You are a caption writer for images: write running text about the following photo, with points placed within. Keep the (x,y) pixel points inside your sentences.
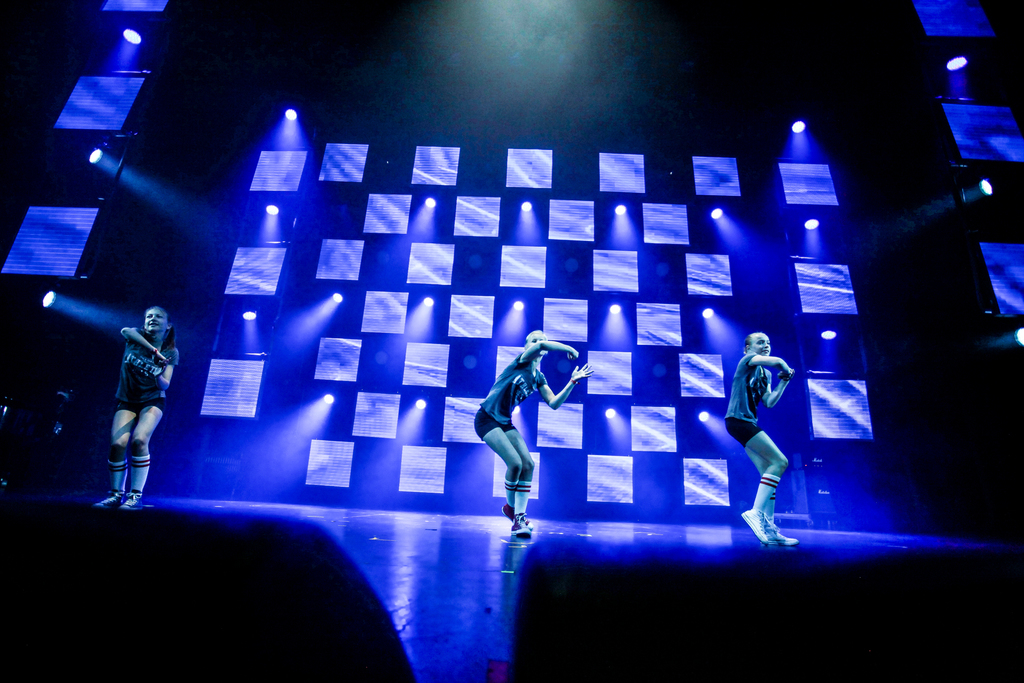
In the picture we can see three people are dancing on the stage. Behind them, we can see a wall (698,376) with blue color lights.
